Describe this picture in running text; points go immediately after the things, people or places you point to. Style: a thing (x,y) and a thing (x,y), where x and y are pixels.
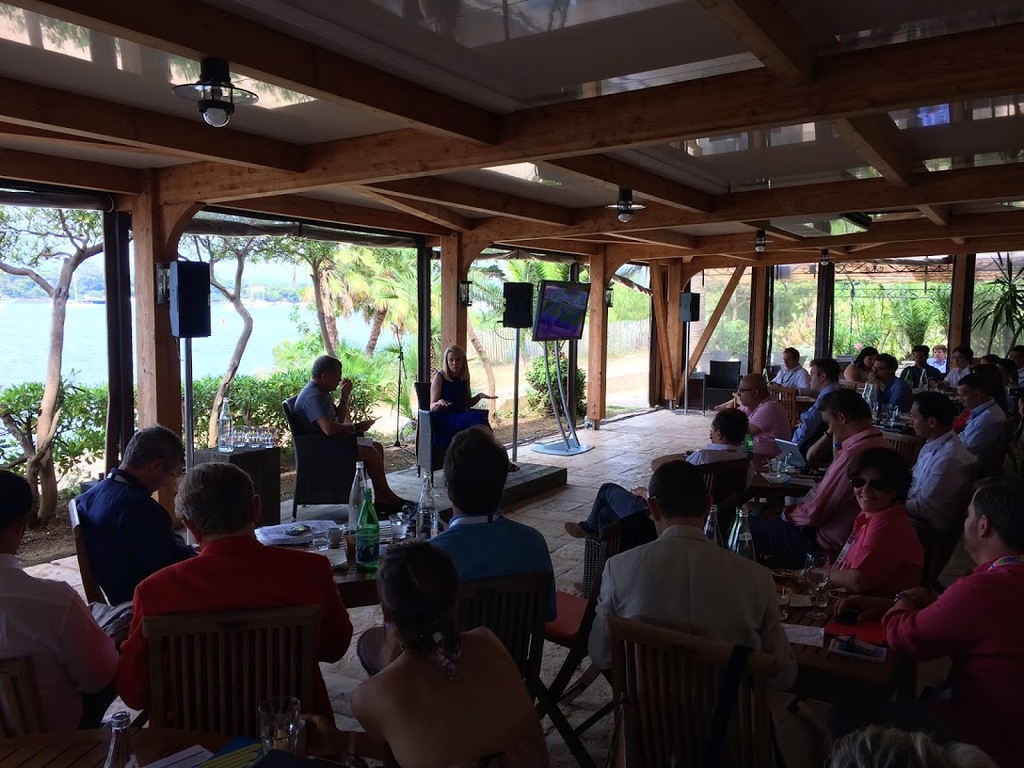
There are many people (715,583) sitting on chairs (695,684). And there are many tables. On the table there are bottles (424,515) and some other items (329,523). And there are two persons (441,404) sitting on the front (350,418). And there are three speakers (508,294) and a TV (551,315) with a stand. In the background (316,321) there are trees (323,315) with water (268,321).
